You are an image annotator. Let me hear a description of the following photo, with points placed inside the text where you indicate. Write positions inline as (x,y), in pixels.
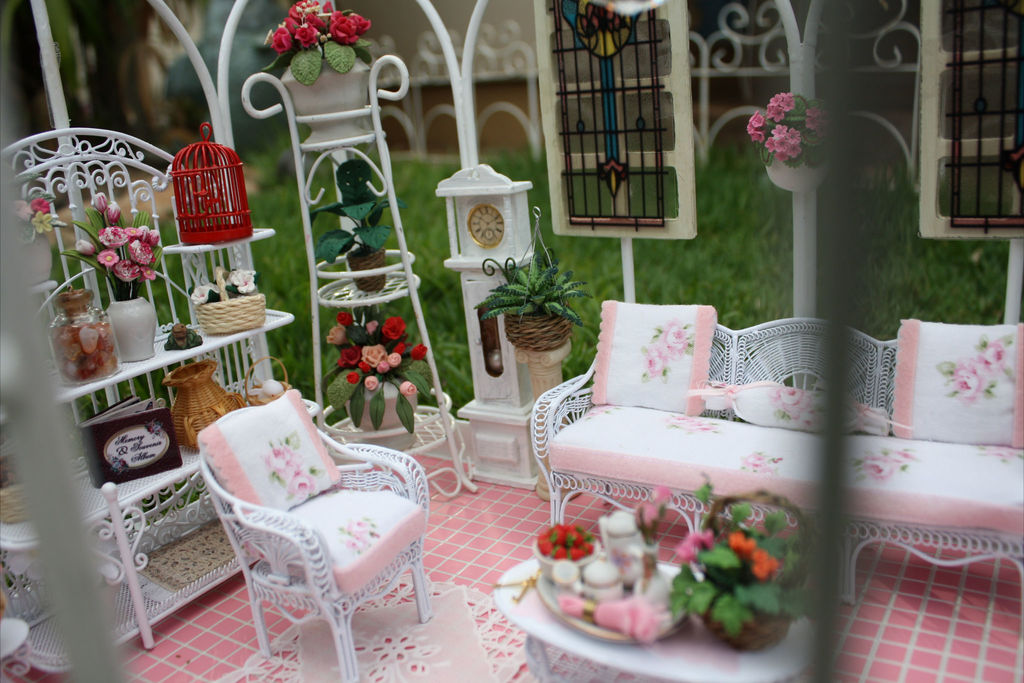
In this image i can see a couch (729,442), at the back ground (616,117) i can see a wall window (639,149) clock (512,233) at left (112,328) there is a flower pot (121,310), a bottle (104,341), a pot (198,396) on a rack (167,361).
